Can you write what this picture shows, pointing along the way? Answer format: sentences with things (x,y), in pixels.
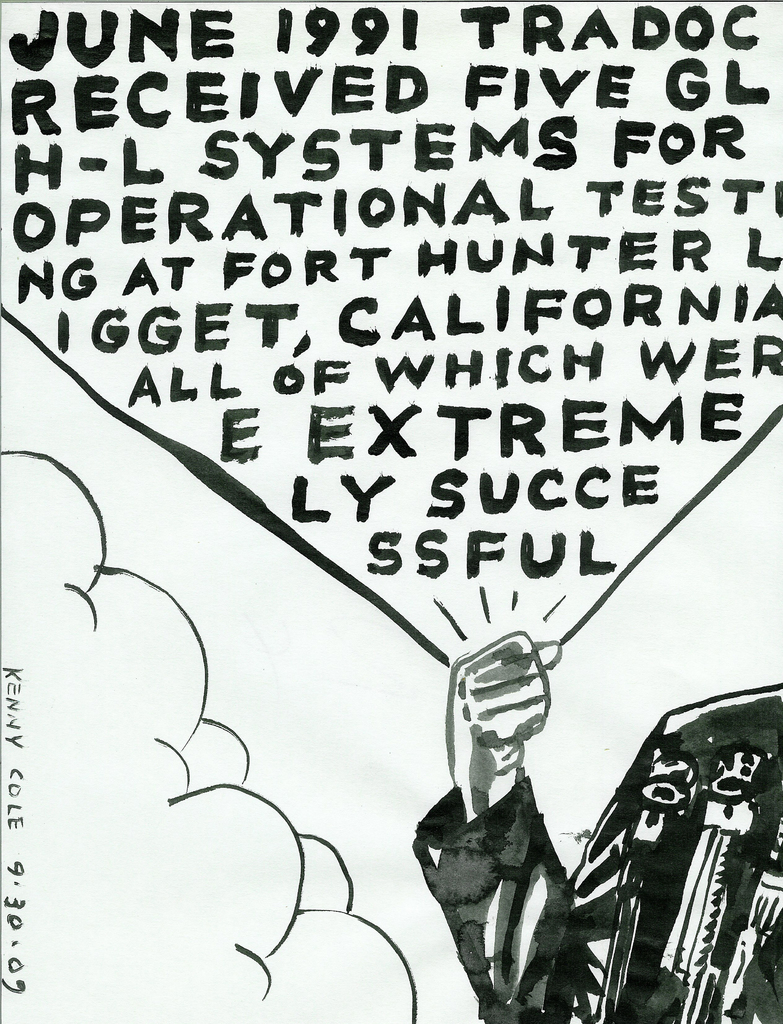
In this image, we can see a person's hand (518,663) and there is some text (333,279) written on the paper (315,739).
